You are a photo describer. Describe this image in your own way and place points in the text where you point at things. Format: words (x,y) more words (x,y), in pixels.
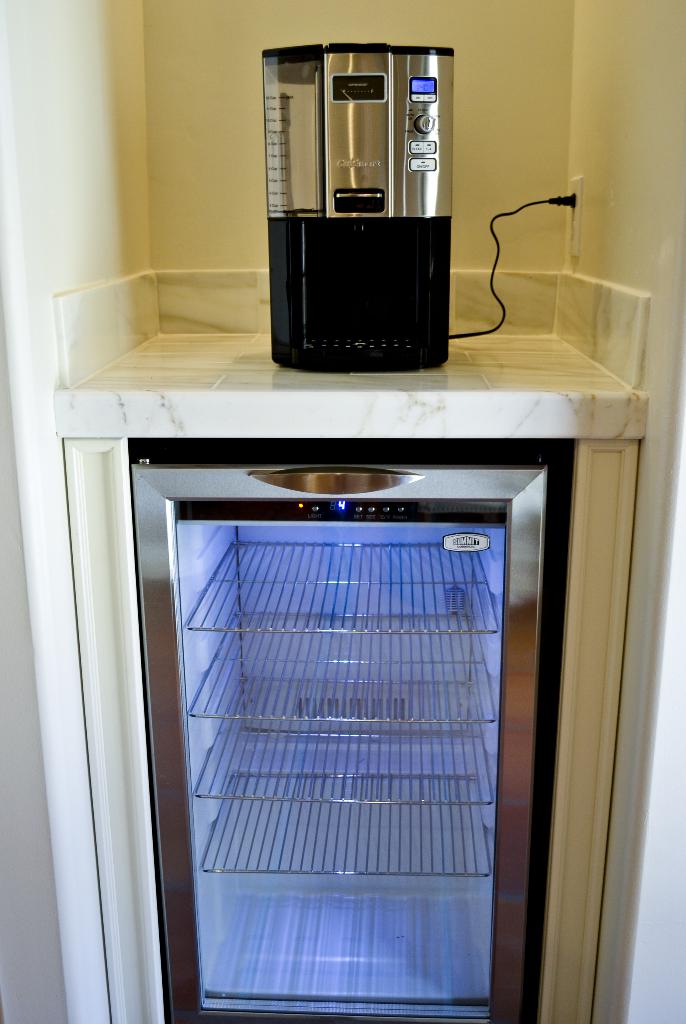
In this image I can see machines (395,220). In the background (541,112) I can see a wall (471,91) which has a socket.
